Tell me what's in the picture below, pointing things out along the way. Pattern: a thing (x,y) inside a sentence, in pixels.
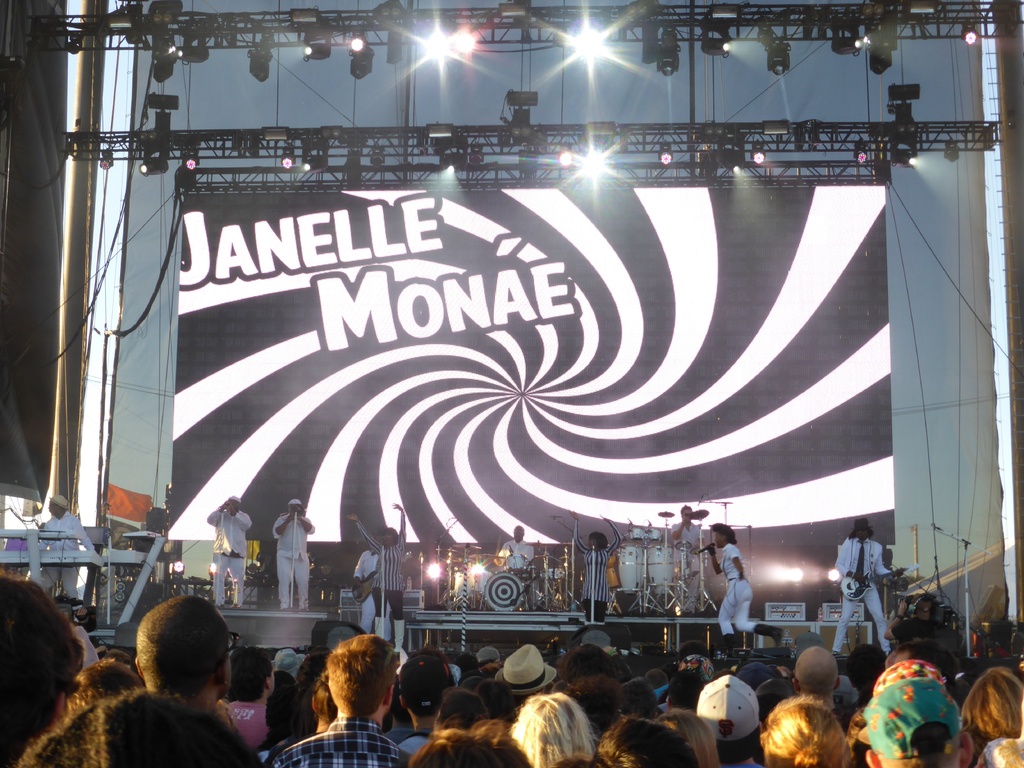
In the foreground of the picture (457,671) we can see people (387,681) standing. In the center of the picture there is a stage (495,631), on the stage (450,622) there are people (594,606), drums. On the stage (813,618) we can see people (849,605) playing guitar (844,592), drums (555,572) and other musical instruments (115,564). In the middle (460,303) we can see a banner (428,439). At the top (274,132) there are iron frames (571,147), light (317,36) and sky (471,114).
